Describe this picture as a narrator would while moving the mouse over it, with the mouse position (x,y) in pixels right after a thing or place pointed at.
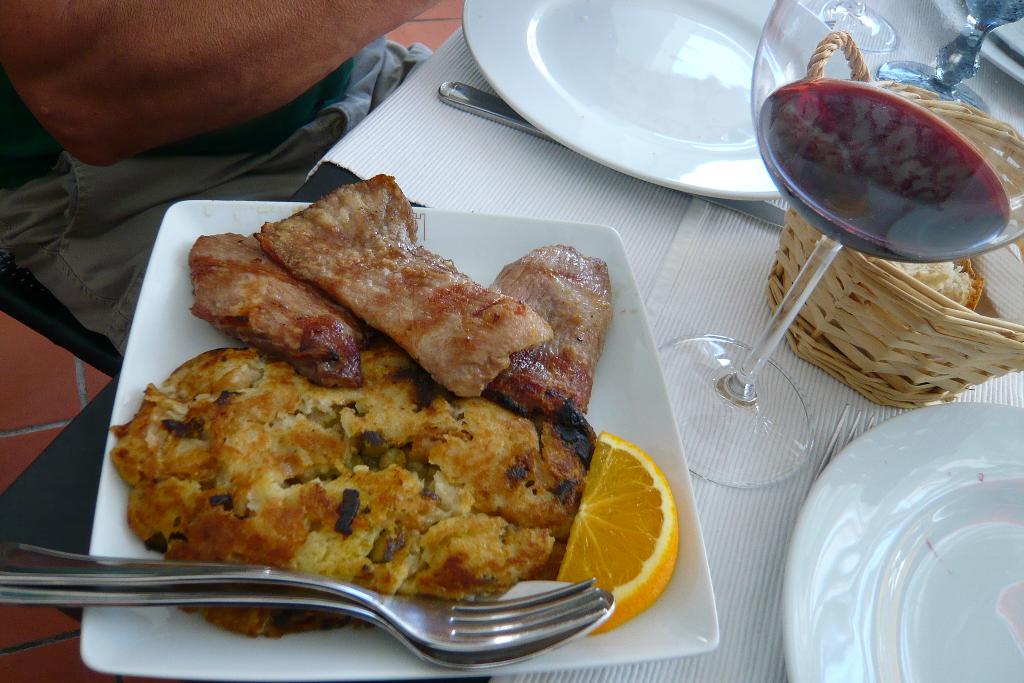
In this picture we can see the partial part of a person (252,55) sitting. We can see objects (28,303), basket (919,354), food (514,354), plates (746,51), knife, spoon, fork (530,611) and table mats (679,307). We can see liquid (886,251) in a glass (719,405).
